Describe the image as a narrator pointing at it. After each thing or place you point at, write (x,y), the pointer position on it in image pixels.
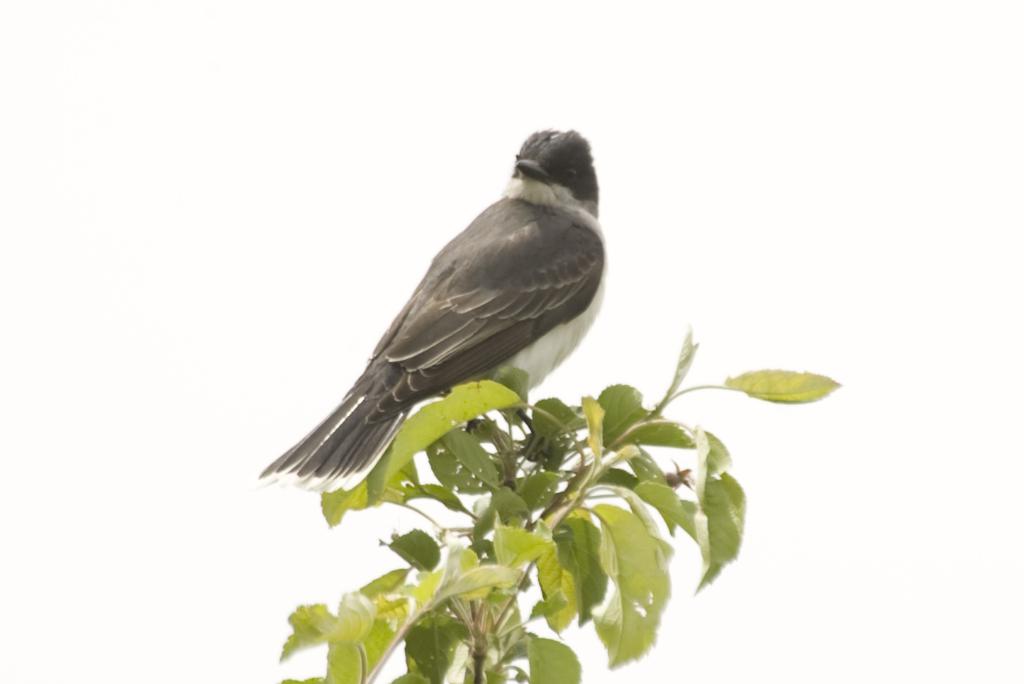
In this picture we can see a bird (496,271) on the stem (579,468). The background (165,610) is white.
